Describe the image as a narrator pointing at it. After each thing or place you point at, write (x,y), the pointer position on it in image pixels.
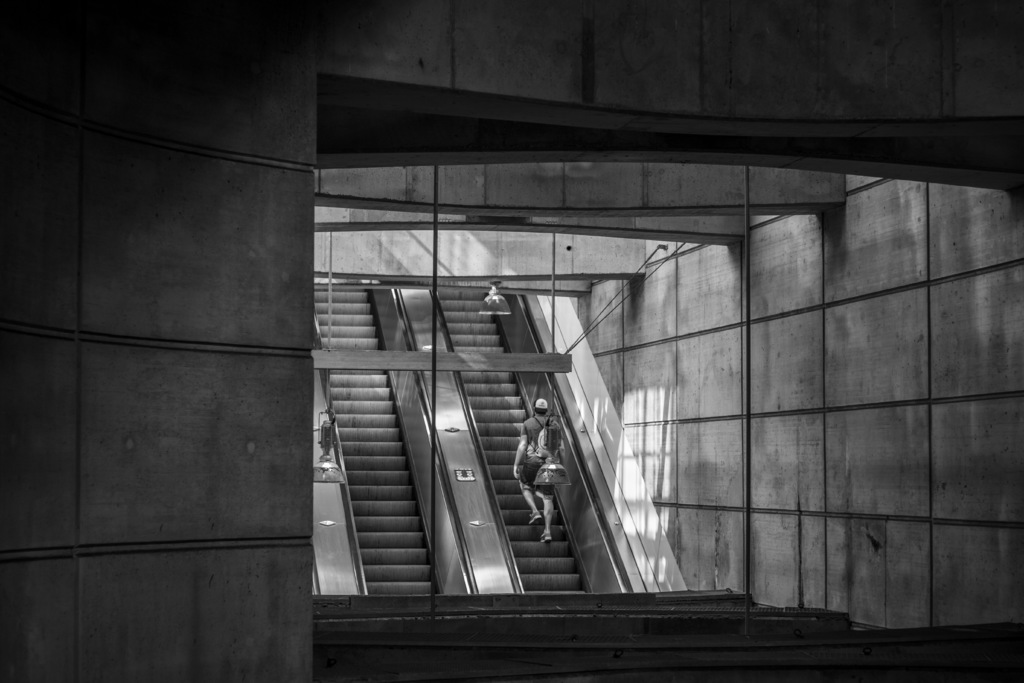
This is a black and white pic. In this image we can see a person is standing on the escalator (502,490) beside there is another escalator (335,435). We can see lights (319,432), walls (224,327) and other objects (527,672).
